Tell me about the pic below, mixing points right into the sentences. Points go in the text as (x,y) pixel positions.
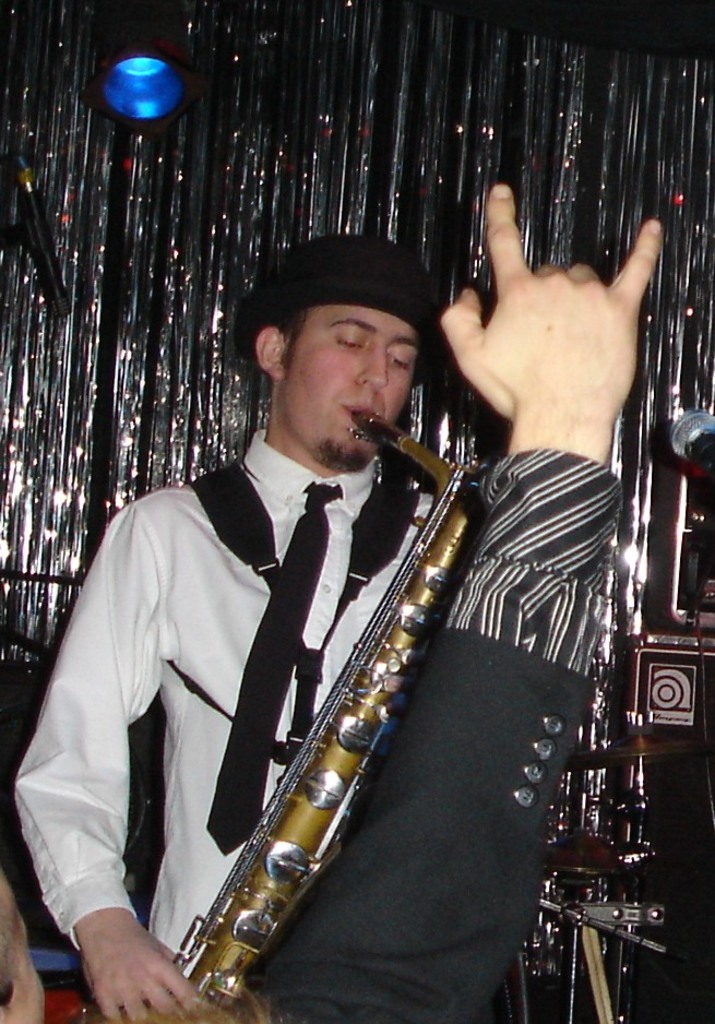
There is a man (408,382) playing saxophone (453,482) and a hand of another man (502,554) in the foreground area of the image (385,553), there is a lamp (135,125), it seems like glitter curtains (374,157) and a mic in the background (314,138).
